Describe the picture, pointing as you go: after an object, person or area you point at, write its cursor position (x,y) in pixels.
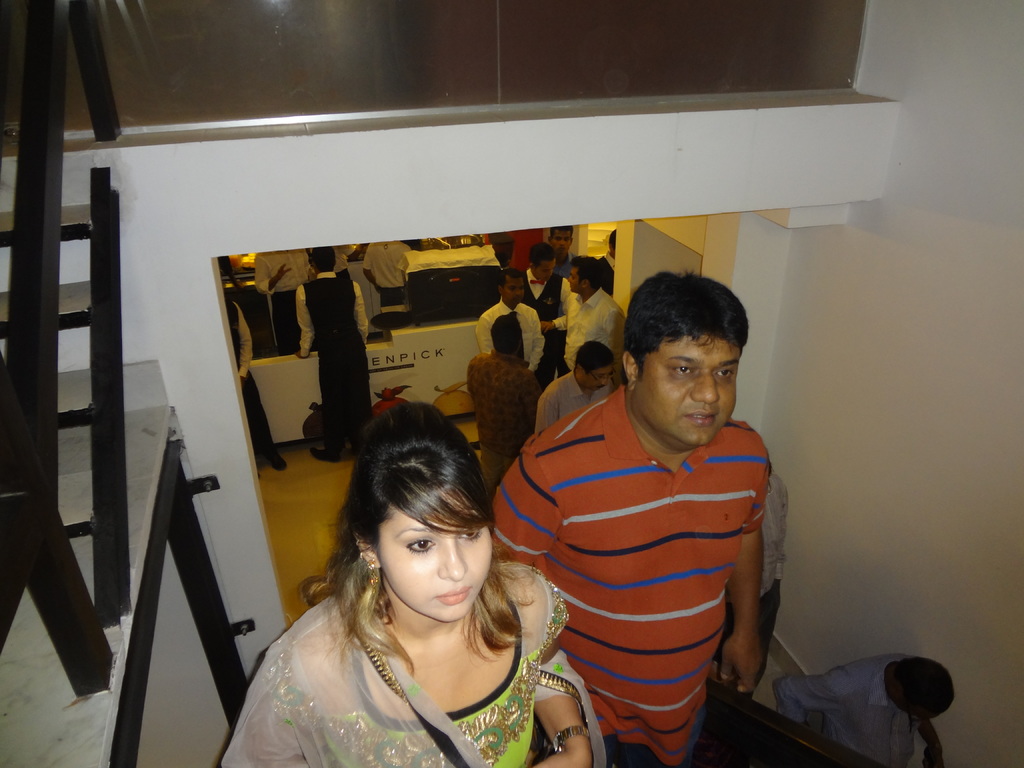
In this image we can see these people (476,625) are climbing the stairs (131,452). In the background (587,282), we can see these people (238,316) are standing near the tables (270,365) and we can see the wall (340,195) here.
